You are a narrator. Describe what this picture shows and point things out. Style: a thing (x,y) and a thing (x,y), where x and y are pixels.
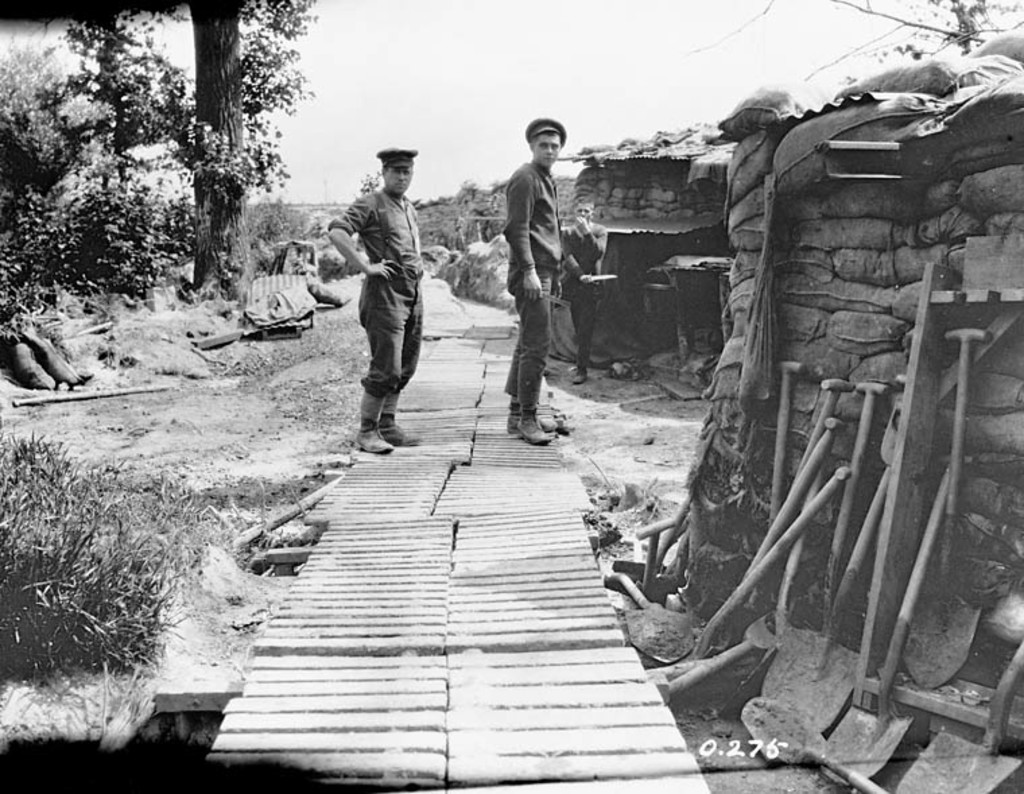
In the center of the image (382,282) we can see persons (409,325) standing on the walk way (453,338). On the right side of the image (814,287) we can see sacks (820,266) arranged in a rows and shovels (782,535). On the left side of the image (124,527) we can see trees (133,213), grass (121,617). In the background (319,61) there is a sky (464,100).
